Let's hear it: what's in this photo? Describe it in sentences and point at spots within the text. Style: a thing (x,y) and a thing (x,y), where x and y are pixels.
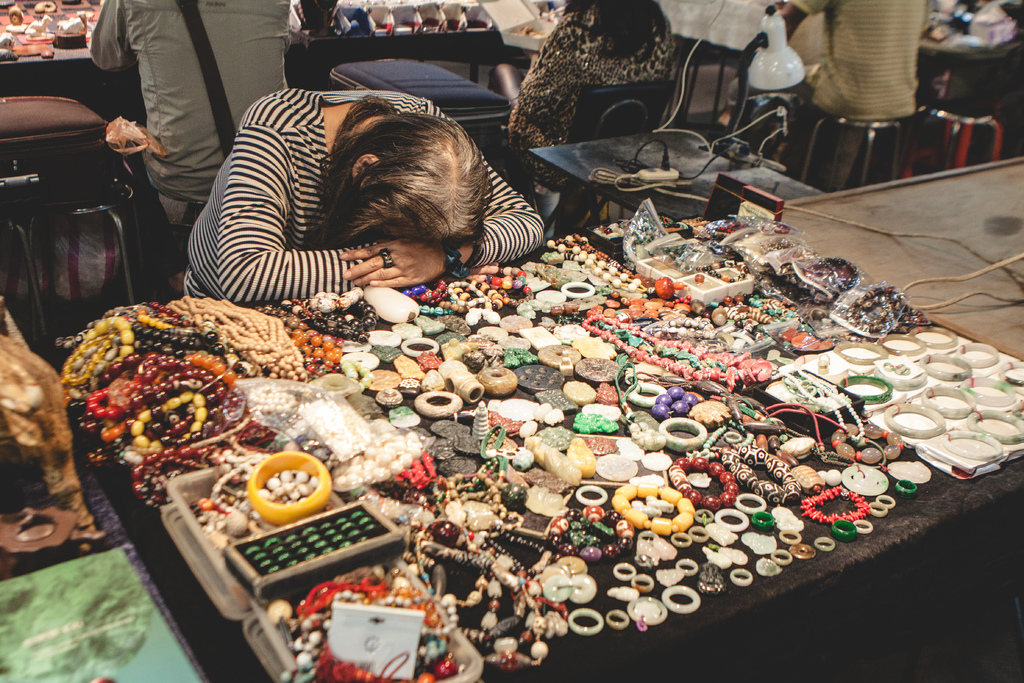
In this image there is a woman (405,226) places her head (343,197) and hand (413,257) on the table (817,210), on which there are some ornaments (539,458). Behind her there are a few more people (892,31) standing and sitting in front of their table (483,51) on which there are objects (47,42), in the middle of them there are few cables (659,168) are placed on the table (675,194).
